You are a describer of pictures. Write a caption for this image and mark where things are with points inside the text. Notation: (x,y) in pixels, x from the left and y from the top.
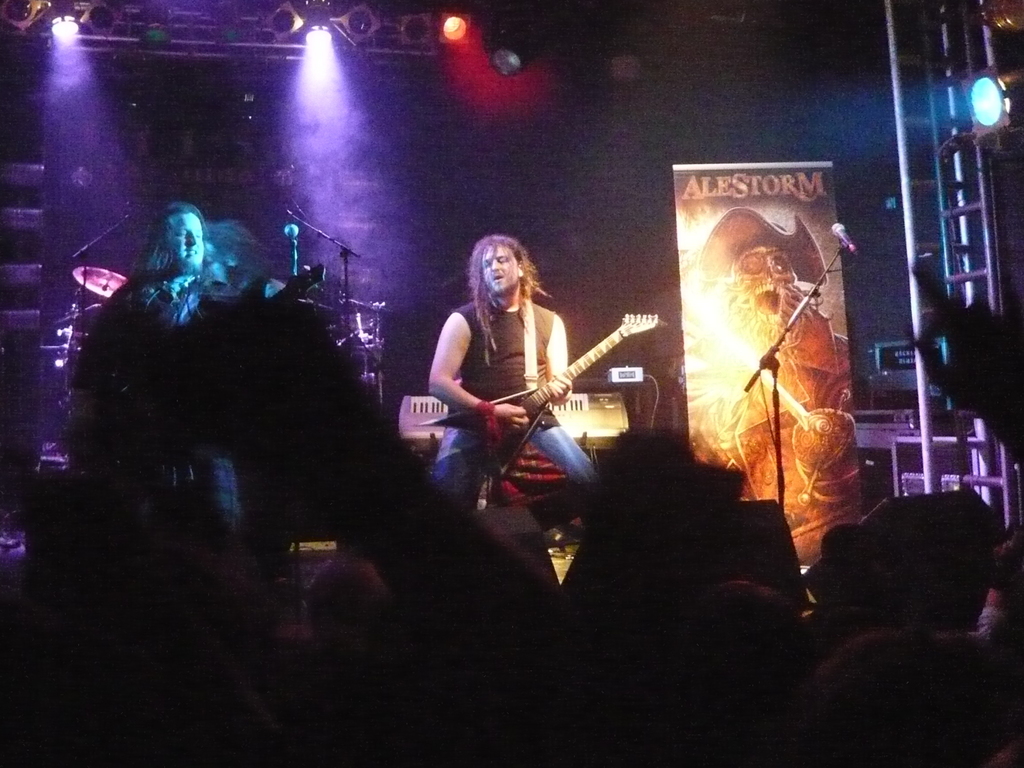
In this picture we can see two persons (160,293) are performing on stage (410,342), a man (510,356) in the middle (519,402) is playing a guitar (519,402), on the right side (773,344) and left side we can see microphones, in the background (409,396) there is a piano (425,408), a cymbal (121,283) and some lights (10,8), on the right side (777,262) there is a hoarding (774,260), we can see some people (923,587) at the bottom (404,617).
